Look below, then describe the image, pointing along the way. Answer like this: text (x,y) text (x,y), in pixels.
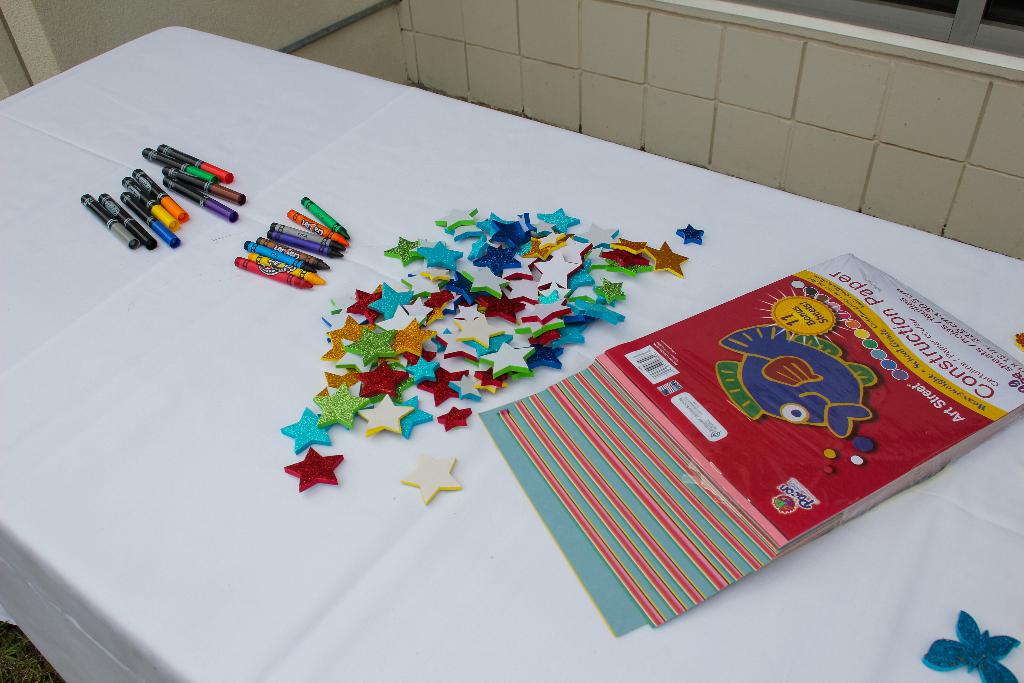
In this picture we can see books (790,432), crayons (293,215) and some objects (203,185) are placed on a white cloth (89,389) and this cloth (358,129) is placed on a table (163,476) and in the background (470,46) we can see the wall (616,61).
